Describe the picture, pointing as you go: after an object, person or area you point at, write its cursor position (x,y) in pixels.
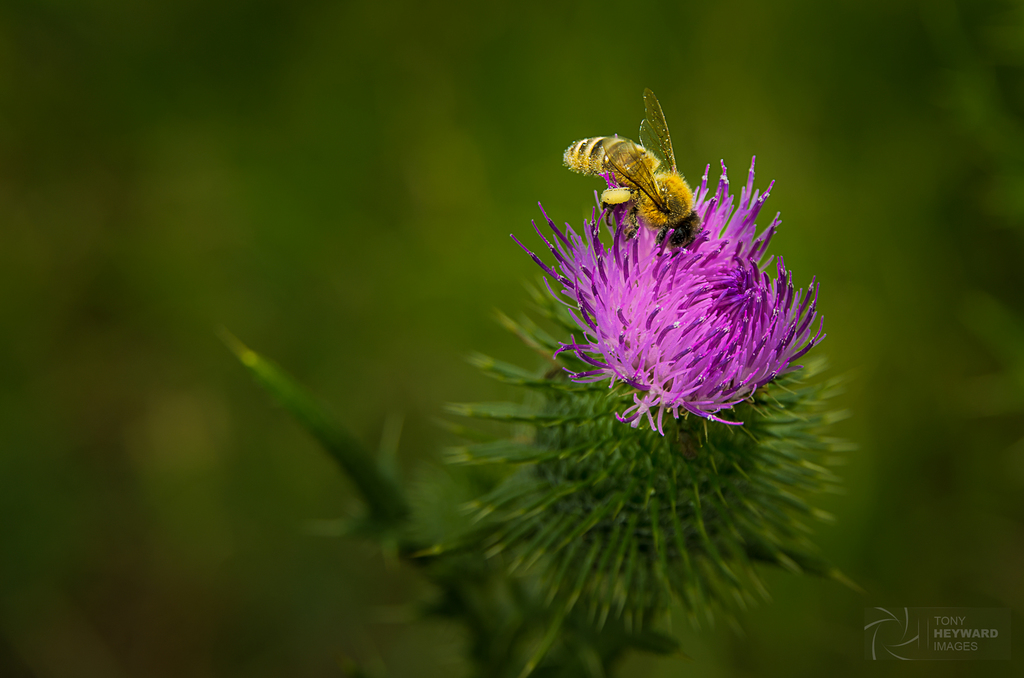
In this image we can see an insect (659,215) on a flower (659,355).
